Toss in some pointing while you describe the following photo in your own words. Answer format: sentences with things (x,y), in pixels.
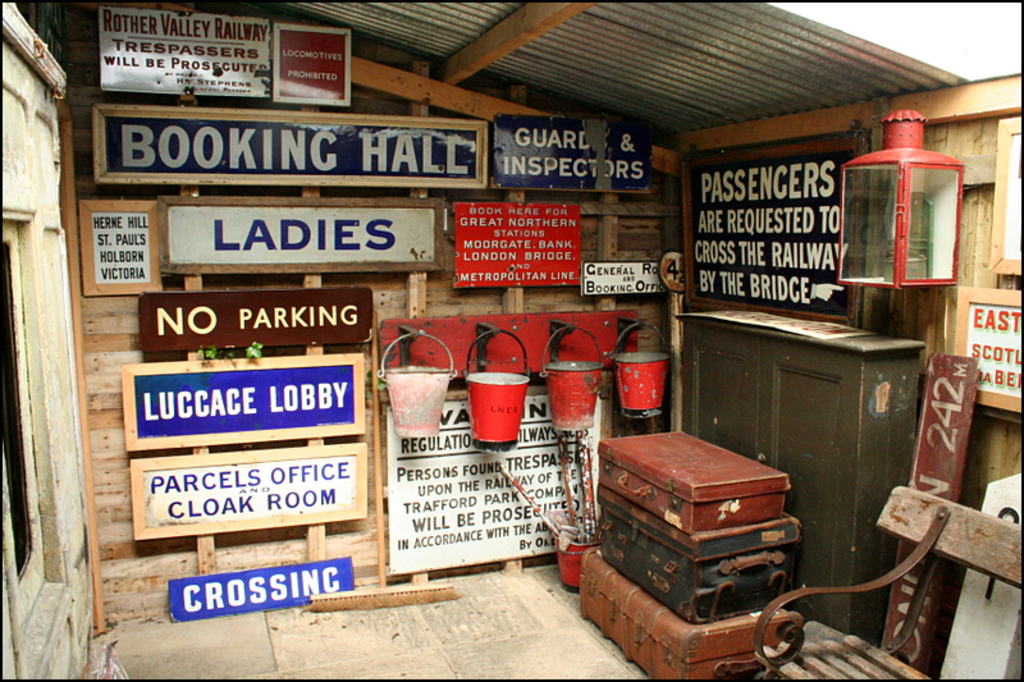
There are three suitcases (752,475) on the right side (789,603). There are four buckets (647,414) which are fixed to the hanger (436,336). This is a wooden chair (879,658). These are wooden hoardings (325,242).
